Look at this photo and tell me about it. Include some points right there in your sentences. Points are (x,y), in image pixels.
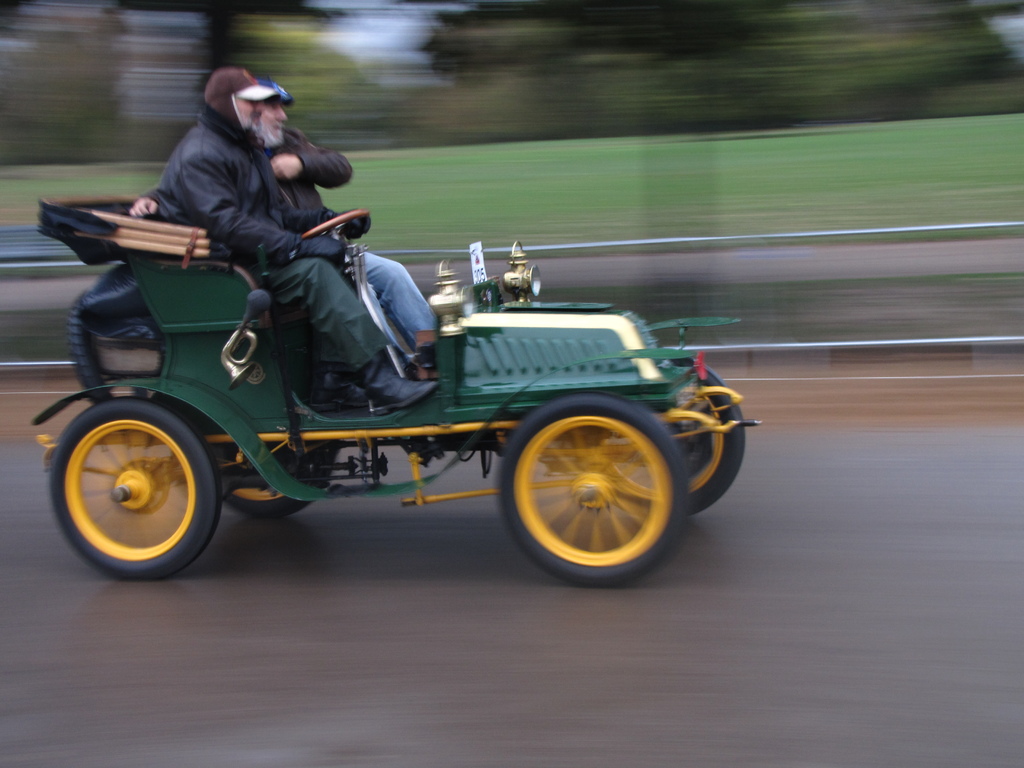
this picture shows two men (350,229) moving on a car (196,245) on the road (467,599).
